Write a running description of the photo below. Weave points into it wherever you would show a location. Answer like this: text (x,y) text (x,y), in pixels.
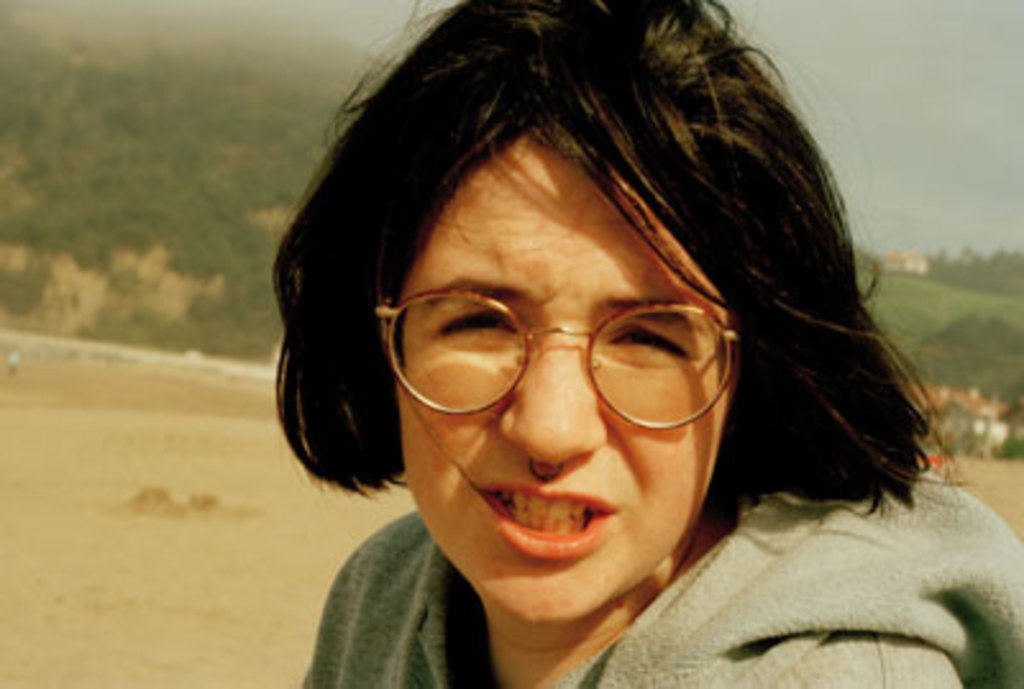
In this image there is a lady (637,581) on the ground (102,639) behind her there is a mountain (83,264).
